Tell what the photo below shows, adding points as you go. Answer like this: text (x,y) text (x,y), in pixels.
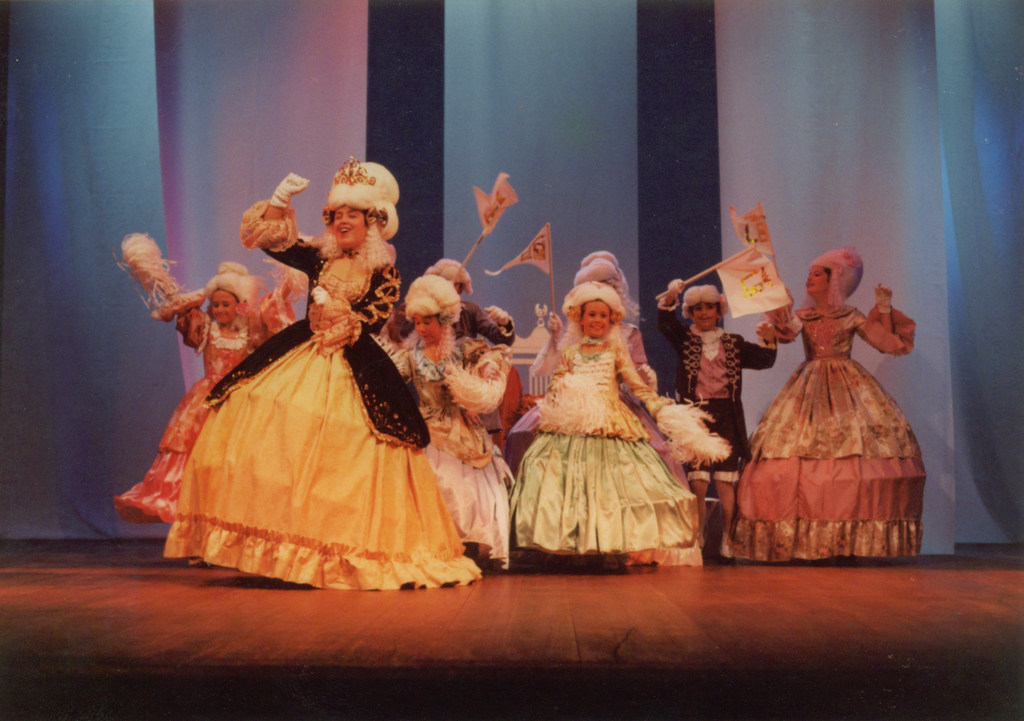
In this picture I can see there are a group of people (371,260) standing on the Dais (564,608) and in the background (209,72) there is a white curtain (479,86).
